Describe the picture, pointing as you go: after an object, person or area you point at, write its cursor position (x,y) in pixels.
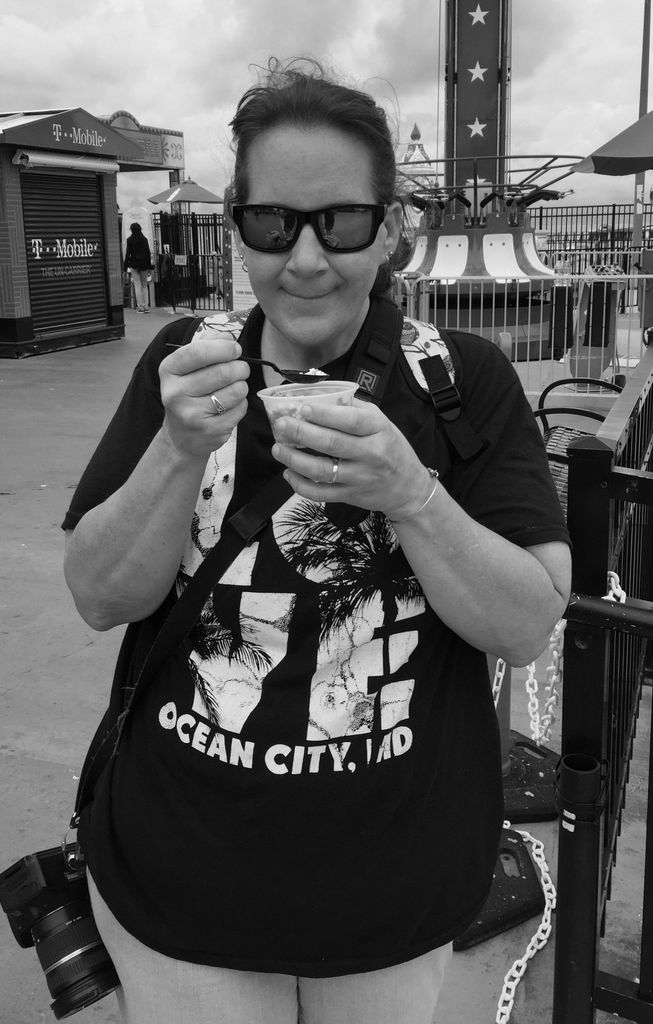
In this black and white picture a woman (253,576) is standing. She is holding a cup (265,393) with one hand (274,450) and holding a spoon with the other hand (222,383). She is wearing goggles (326,218). She is having a camera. Right side (646,417) there is a fence (535,214). Behind the fence (457,280) there is a pole (508,150). Beside there is an umbrella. Left side (110,313) there is a house (121,299). Beside there is a person (128,257) standing. Behind the fence (163,253) there is an umbrella (179,195). Top of the image (189,28) there is sky (252,36).
